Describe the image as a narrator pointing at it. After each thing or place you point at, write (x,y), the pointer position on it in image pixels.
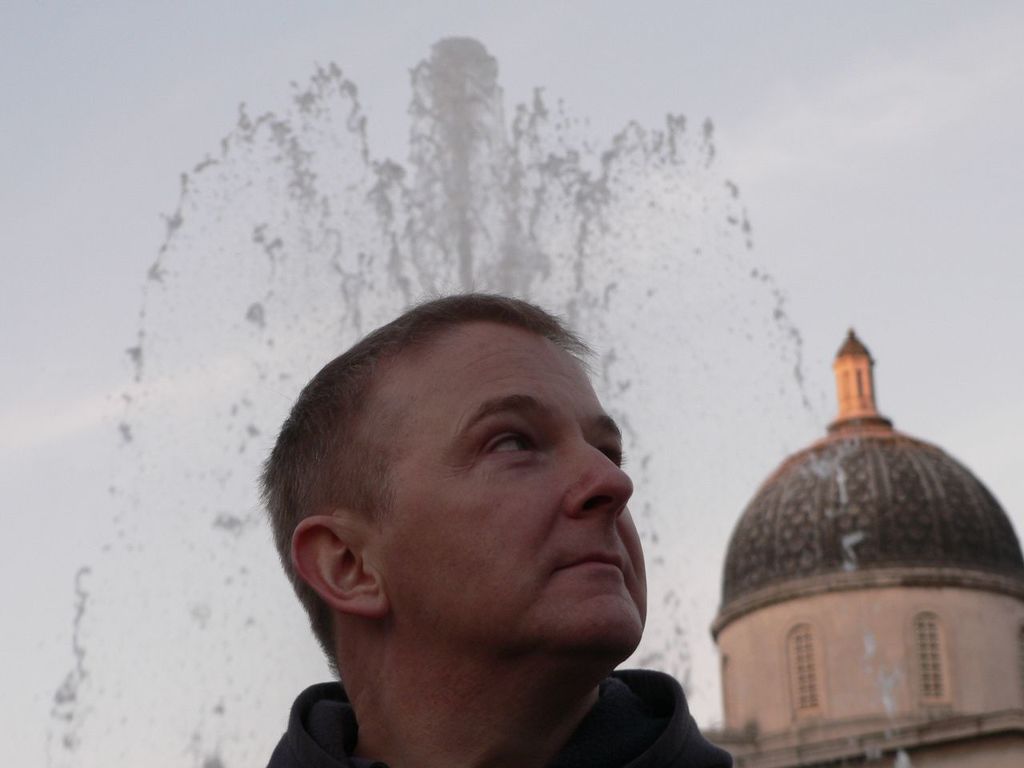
In this image, we can see a person (491,632). We can also see a building (856,489) with its dome (856,489). In the background (874,325), we can see the fountain (429,204) and the sky (761,174).
